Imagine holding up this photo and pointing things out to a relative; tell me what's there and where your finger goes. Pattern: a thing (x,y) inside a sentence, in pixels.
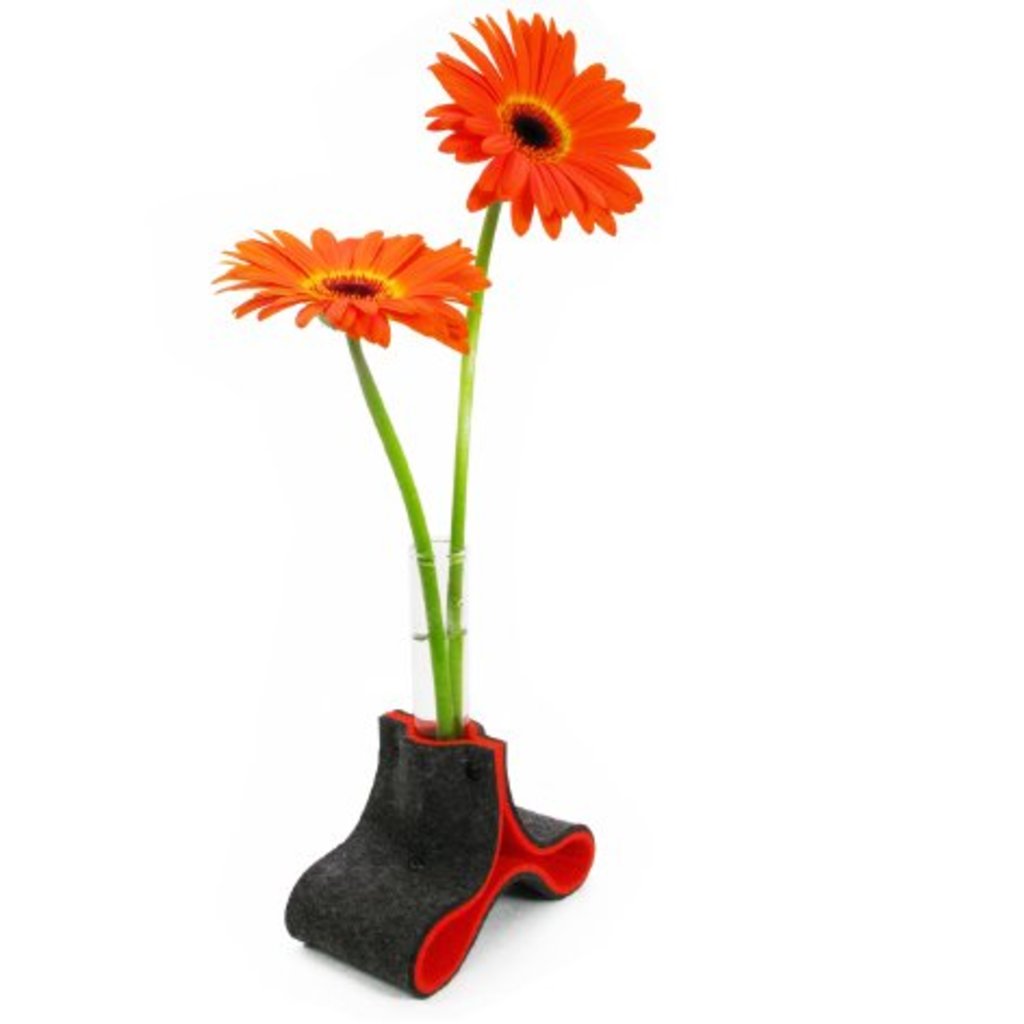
In this image we can see a two orange color flowers (491,147) in a vase (452,819) on the surface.
